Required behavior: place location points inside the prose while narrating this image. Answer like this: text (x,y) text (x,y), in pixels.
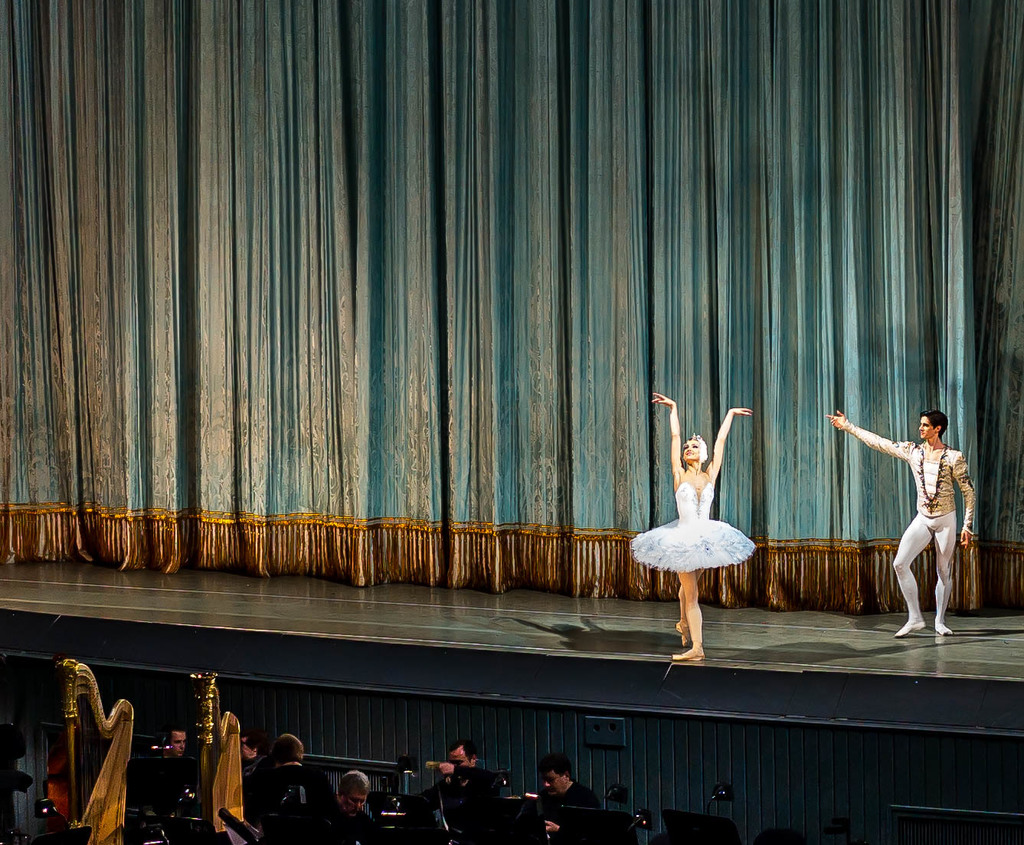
In the picture we can see a stage (642,654) on it we can see a man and a woman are dancing and behind them we can see a huge curtain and under the stage (619,697) we can see some people (260,794) are playing musical instruments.
